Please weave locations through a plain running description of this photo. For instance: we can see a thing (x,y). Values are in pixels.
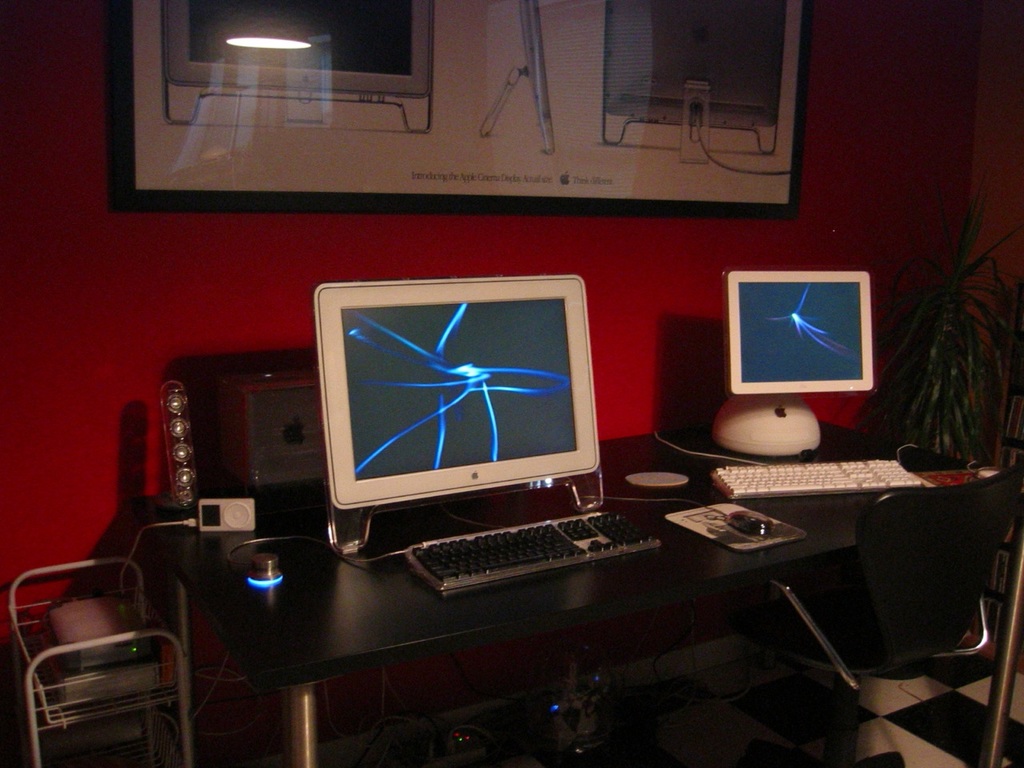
The table (358,621) consist of two mac desktops (510,417), keyboards (507,546), mouse (731,522) and a chair (873,578) and the background wall (680,345) is red in color.
